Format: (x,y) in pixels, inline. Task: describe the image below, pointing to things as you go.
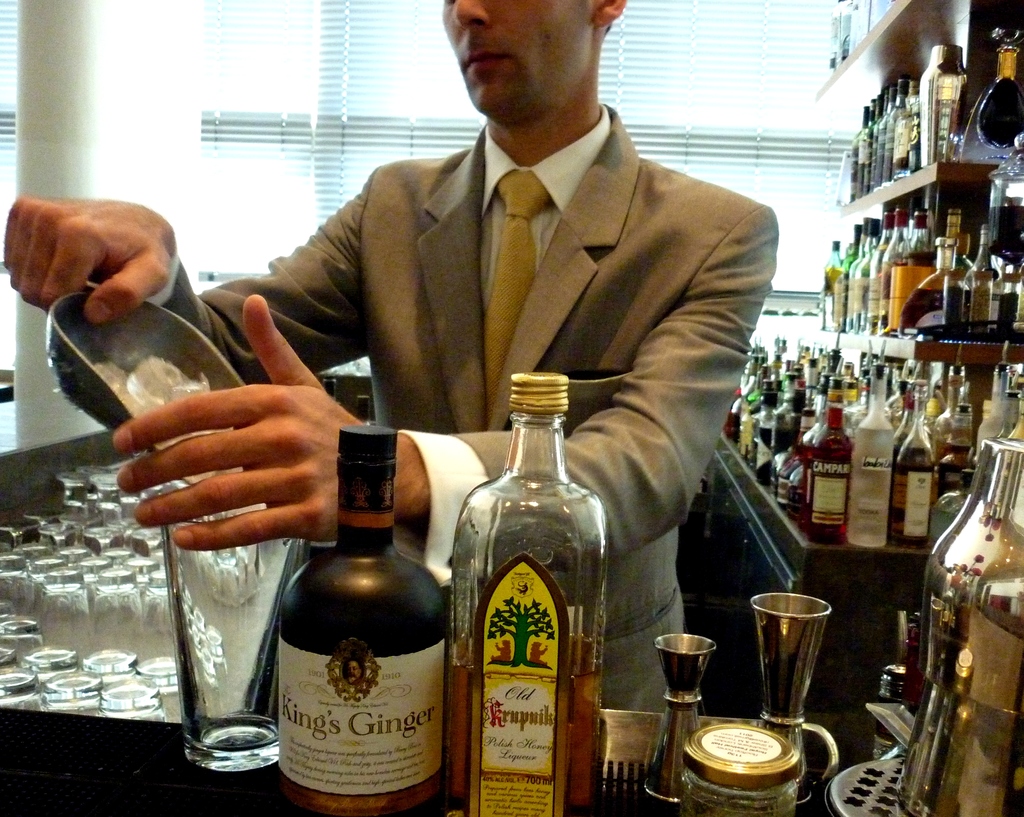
In this image there is a person (533,249) wearing suit (544,283) standing behind the bottles (557,507).
